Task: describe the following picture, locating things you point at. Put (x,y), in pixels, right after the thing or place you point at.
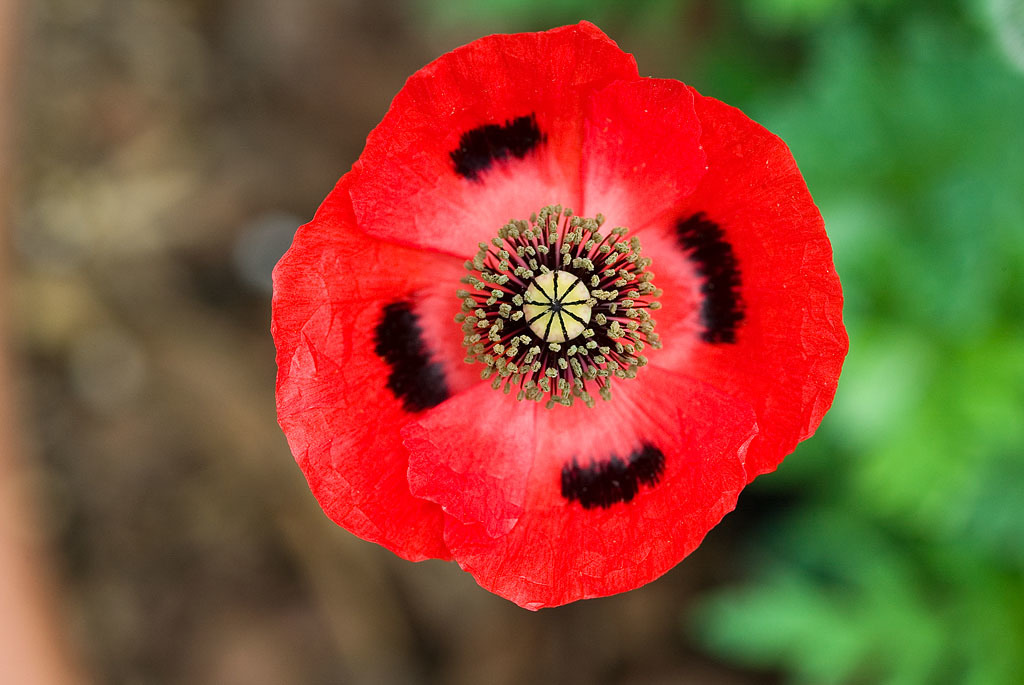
In this image I can see a flower (368,240) in red and black color, and I can see blurred background (320,605).
